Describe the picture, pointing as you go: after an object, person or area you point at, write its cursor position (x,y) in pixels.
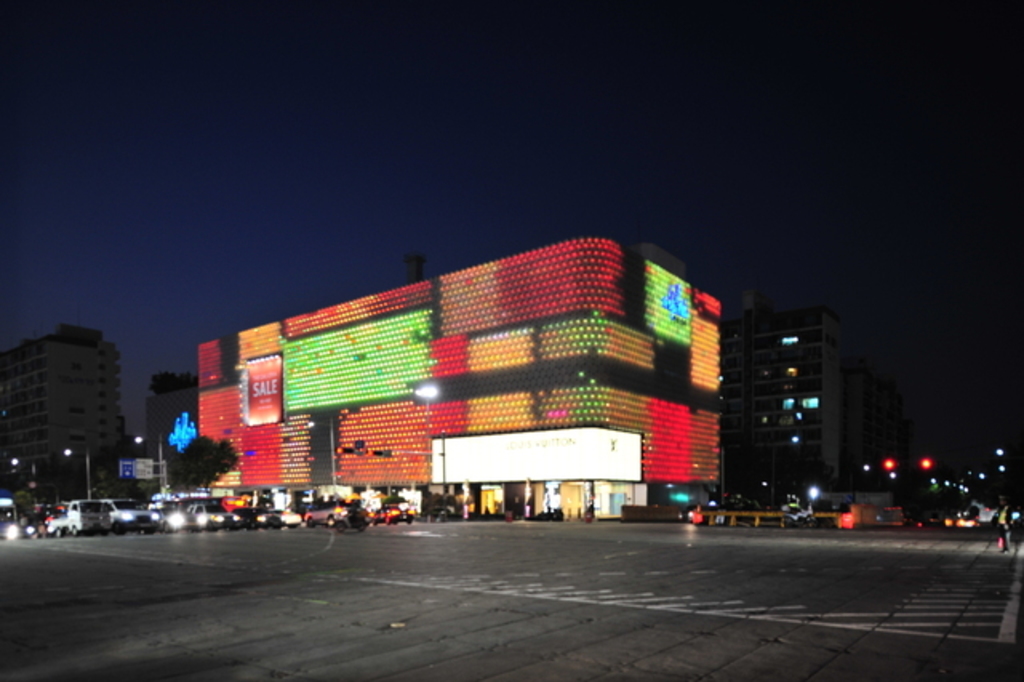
In the picture we can see a night view of the road (303,669) with some cars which are stopped at the signal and beside it, we can see a building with full of lights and beside it, we can see some other buildings (21,425) and near to it we can see some poles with lights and in the background (753,125) we can see a sky (52,226) which is dark.
